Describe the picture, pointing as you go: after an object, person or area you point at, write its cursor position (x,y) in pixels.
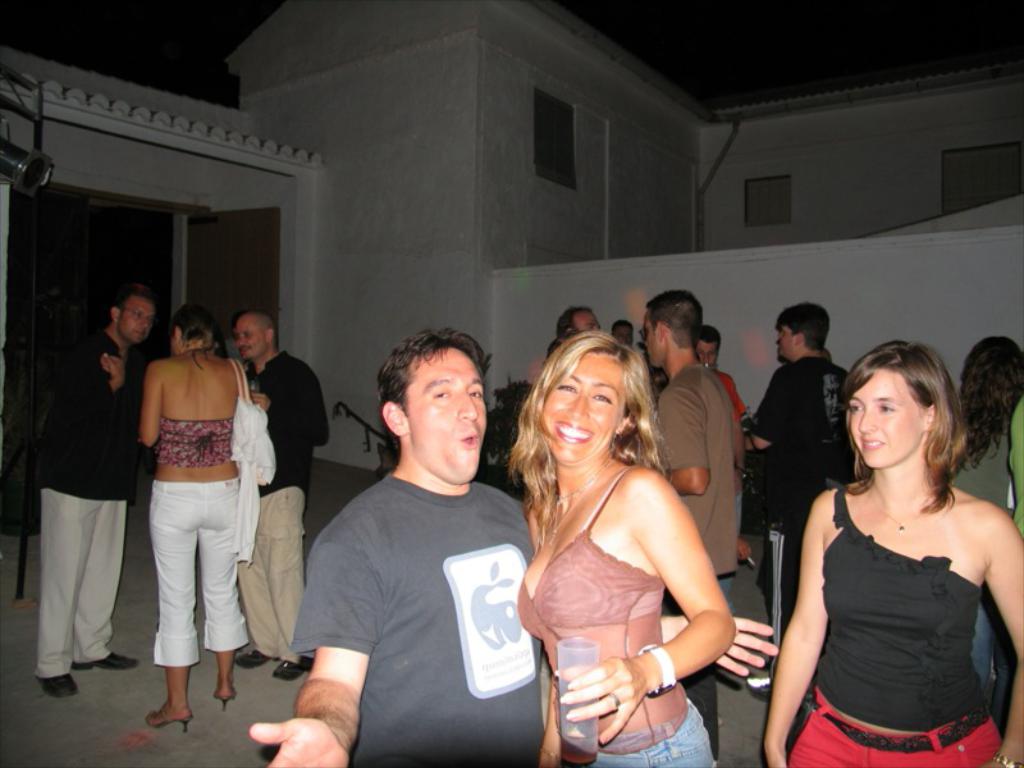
This image consists of a man (513,610) and woman (606,649). To the right (939,657), the woman (912,667) is wearing a black top (858,647). In the background (19,427), there are many people (783,411) along with a building (602,250) in white color.
